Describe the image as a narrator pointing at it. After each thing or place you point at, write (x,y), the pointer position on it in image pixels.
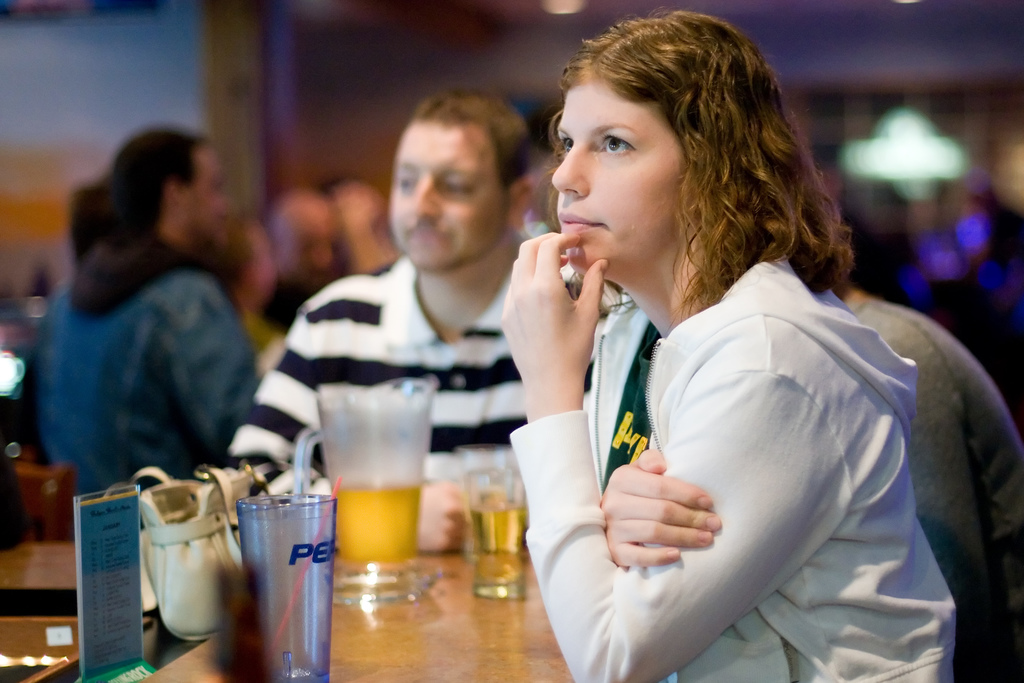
Here I can see three people (658,442) are sitting facing towards the left side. In front of these people (641,490) there is a table (456,617) on which a jar (378,558), glasses (314,608), a bag (189,604) and some other objects (106,629) are placed. In the background (126,366), I can see some other people (134,367). At the top of the image (293,64) there is a wall (409,75). The background (282,89) is blurred.
